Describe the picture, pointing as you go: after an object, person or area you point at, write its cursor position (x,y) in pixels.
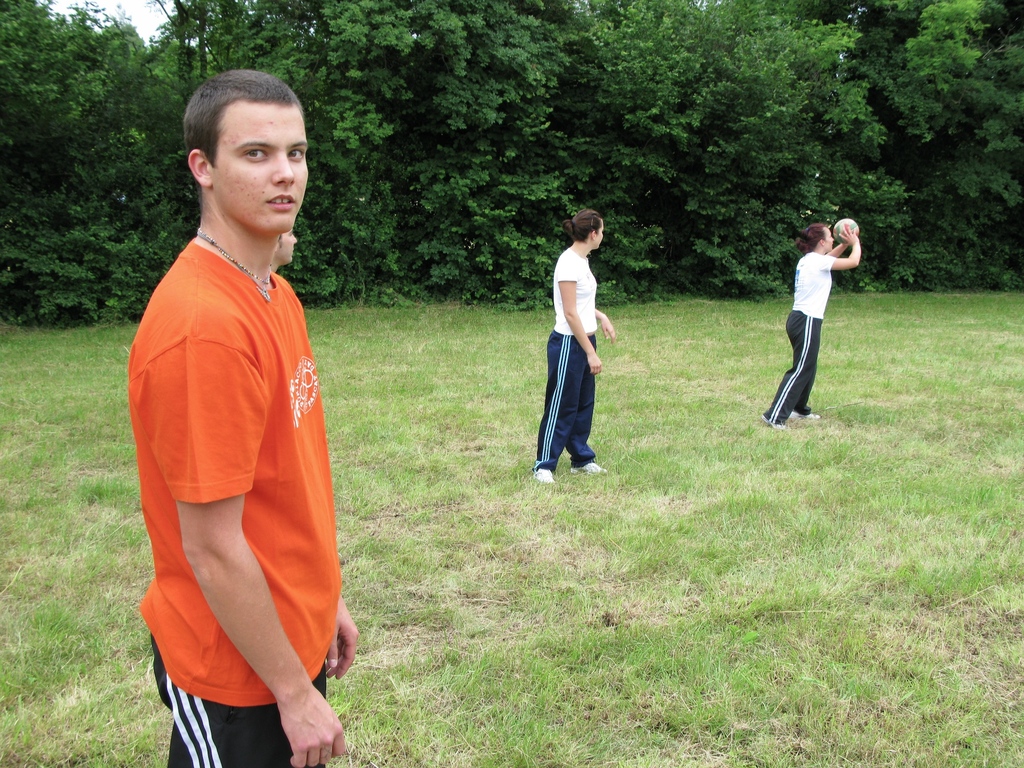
There are four people (275,364) standing. This woman (809,340) is holding a ball (844,241). Here is the grass (441,499). These are the trees (428,80) with branches (620,133) and leaves (816,120).
